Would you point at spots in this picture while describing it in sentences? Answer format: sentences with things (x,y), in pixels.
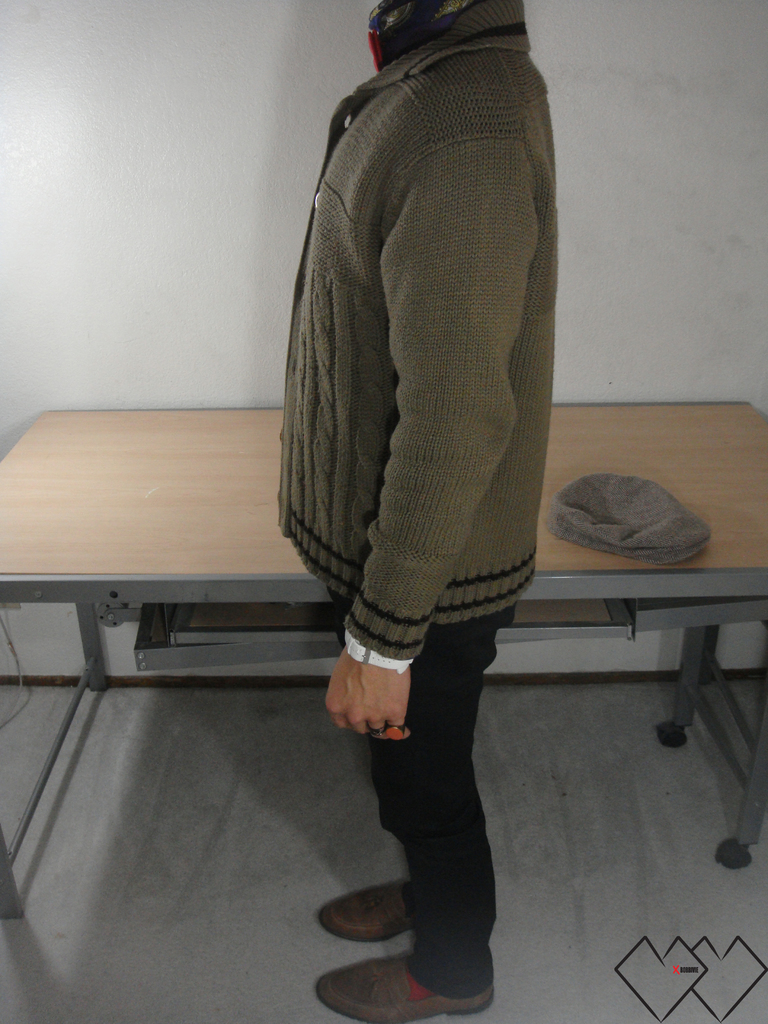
This picture is clicked inside the room (227,659). Man (324,535) in green jacket (475,277) is standing beside the table (232,579) and behind him, we see a white wall (669,237). On the table (605,421), we see a grey color cap (619,496).
